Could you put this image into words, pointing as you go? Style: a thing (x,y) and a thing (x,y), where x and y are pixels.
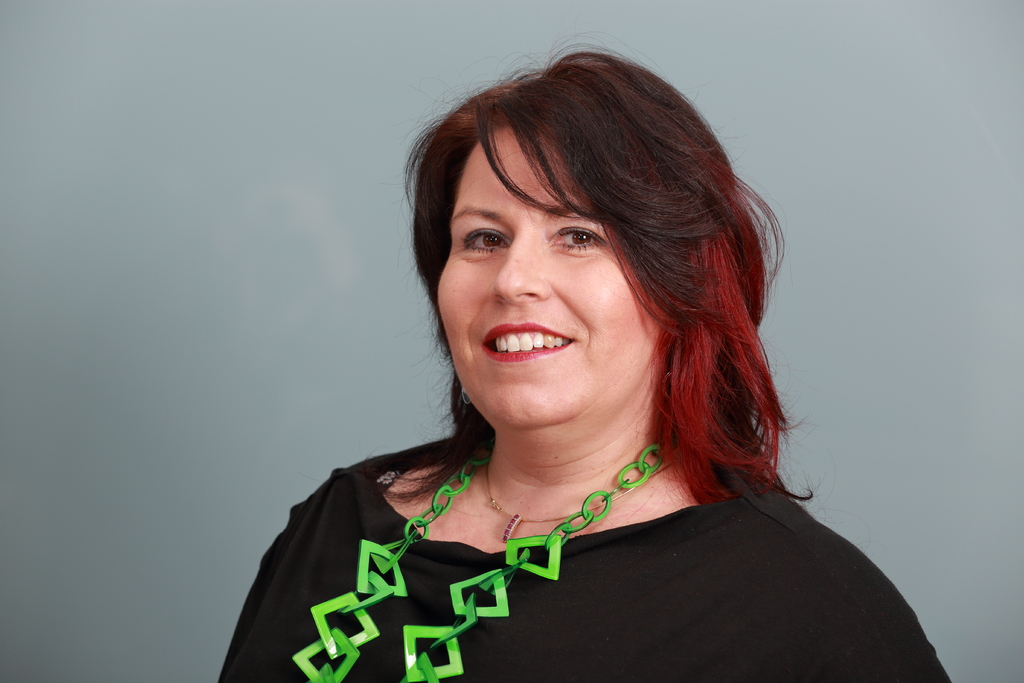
In this image there is a woman (535,514) who is wearing the green colour necklace (348,610).
